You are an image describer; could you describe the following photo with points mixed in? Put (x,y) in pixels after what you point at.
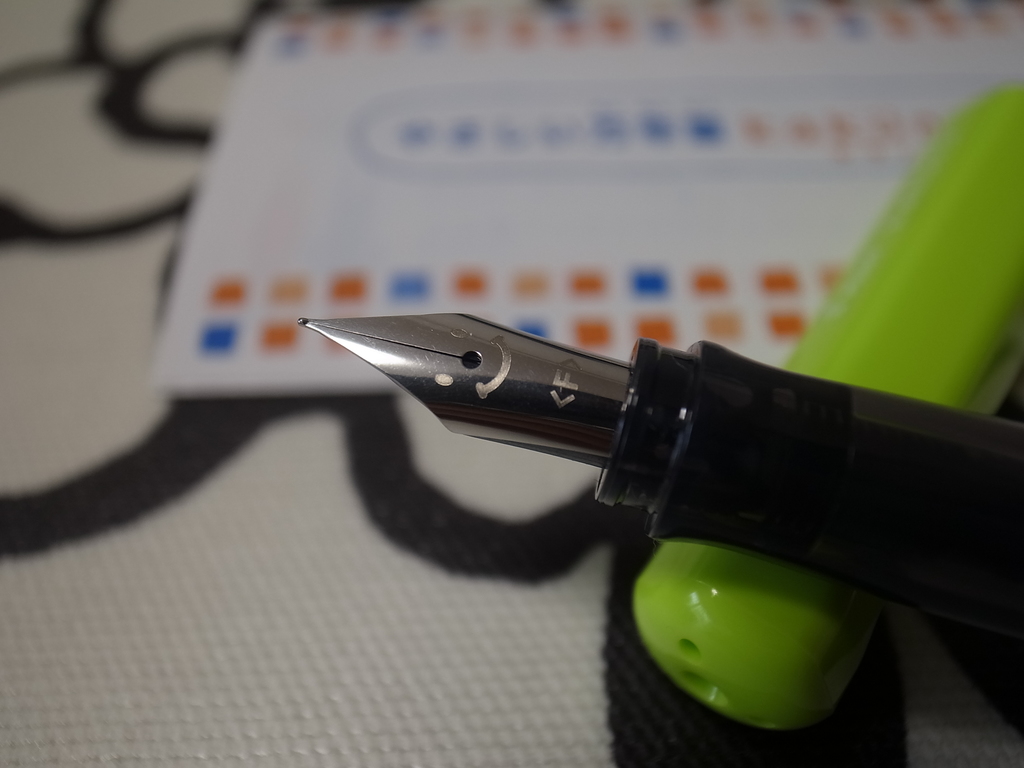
In this image we can see a pen nib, there is some green color object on the surface (141,192), beside there is a paper (377,263), there it is in black and white.
